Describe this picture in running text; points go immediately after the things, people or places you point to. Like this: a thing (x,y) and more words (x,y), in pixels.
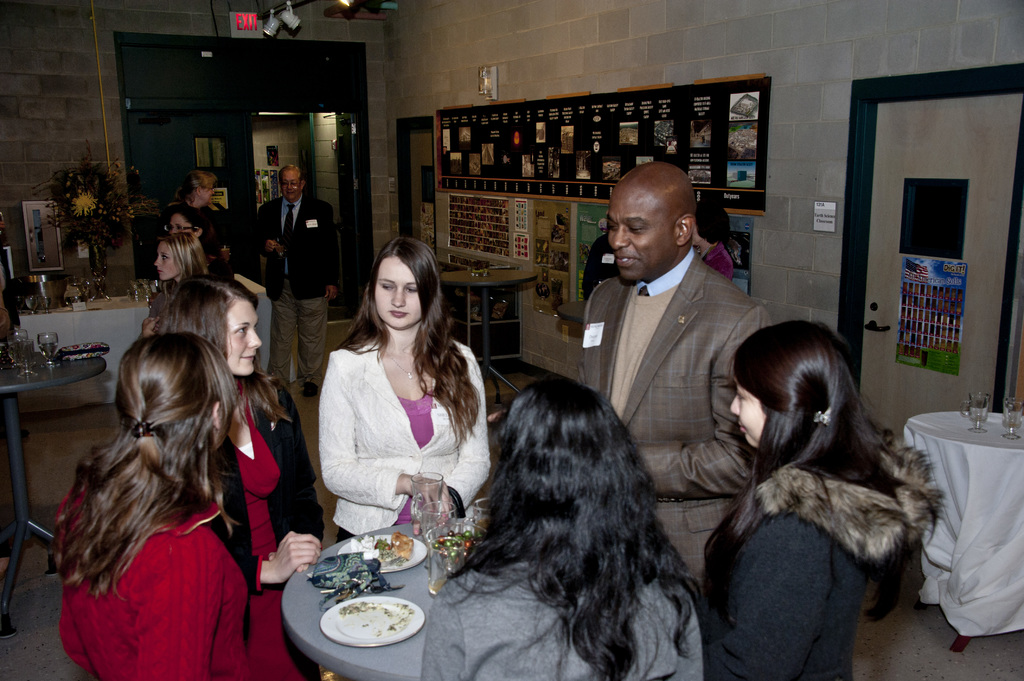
In this image I can see number of people (461,603) are standing. I can also see few tables (11,563), a plant (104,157), a door (253,266), few lights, few posters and on these tables (47,534) I can see number of glasses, few plates (402,633), a bag (350,559) and few other stuffs (376,575). I can see few people (376,286) are wearing blazers (318,257) and few (555,403) are wearing jackets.
